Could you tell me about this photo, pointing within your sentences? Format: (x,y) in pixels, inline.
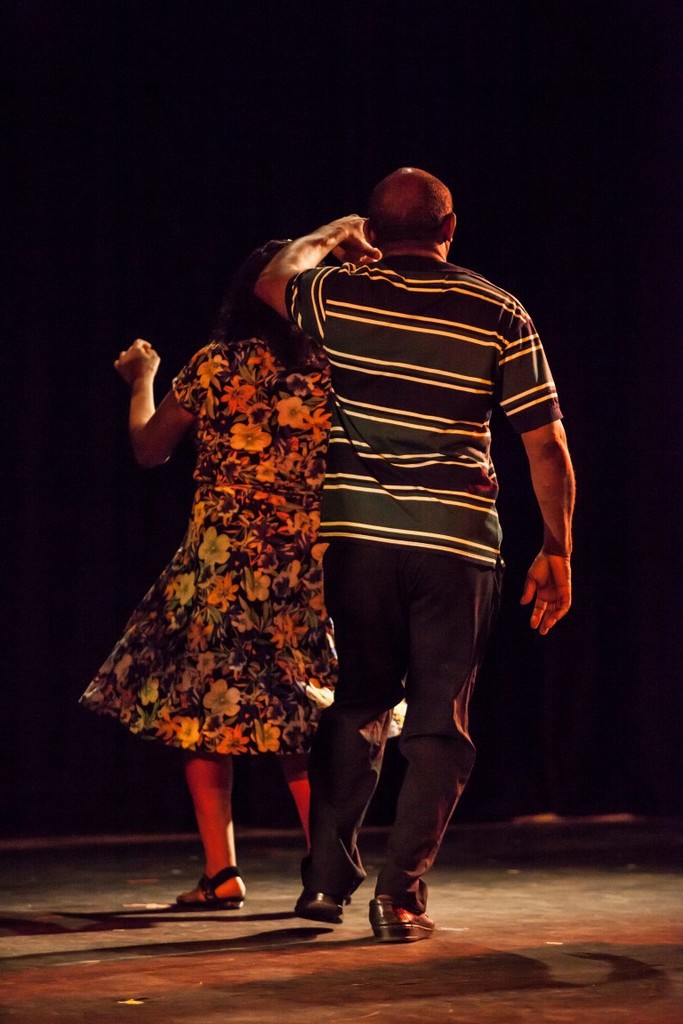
Background (24,156) portion of the picture is completely dark. In this picture we can see a woman (266,386) wearing a floral dress (235,569) and we can see a man (461,339) wearing a t-shirt (443,368). It seems like they are dancing.
